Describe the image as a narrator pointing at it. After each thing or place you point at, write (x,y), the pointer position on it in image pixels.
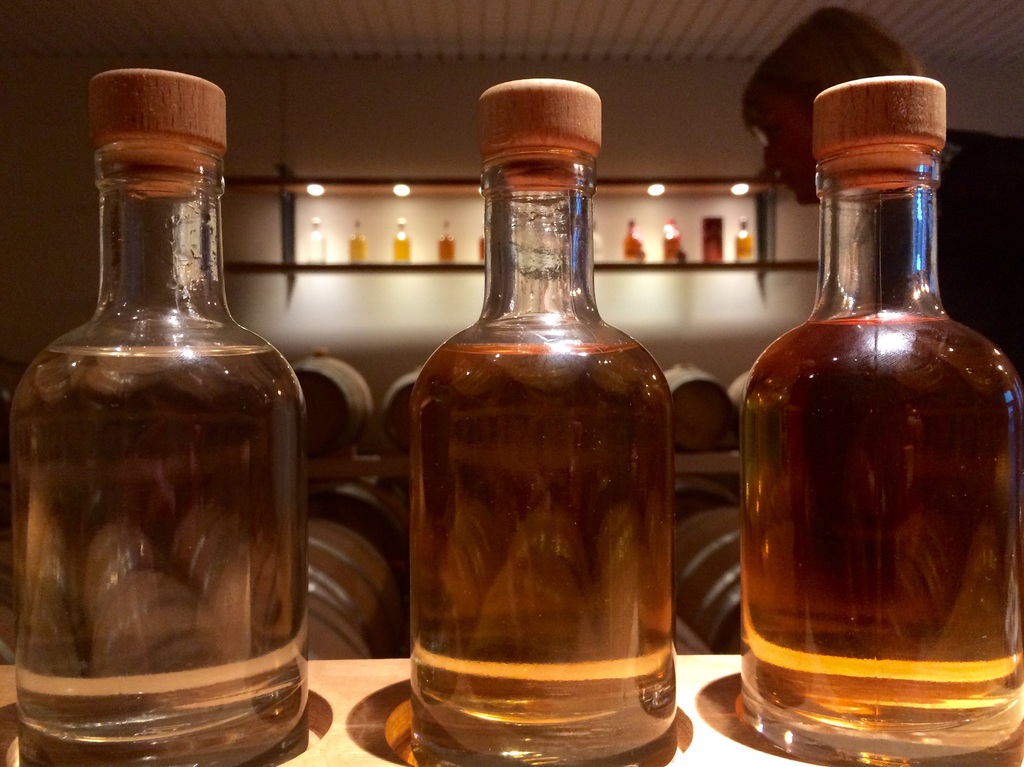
In this image I can see three bottles (649,477). To the right (766,177) there is a person (788,136). In the background (690,232) there are lights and bottles (626,242) in the rack (357,181).
